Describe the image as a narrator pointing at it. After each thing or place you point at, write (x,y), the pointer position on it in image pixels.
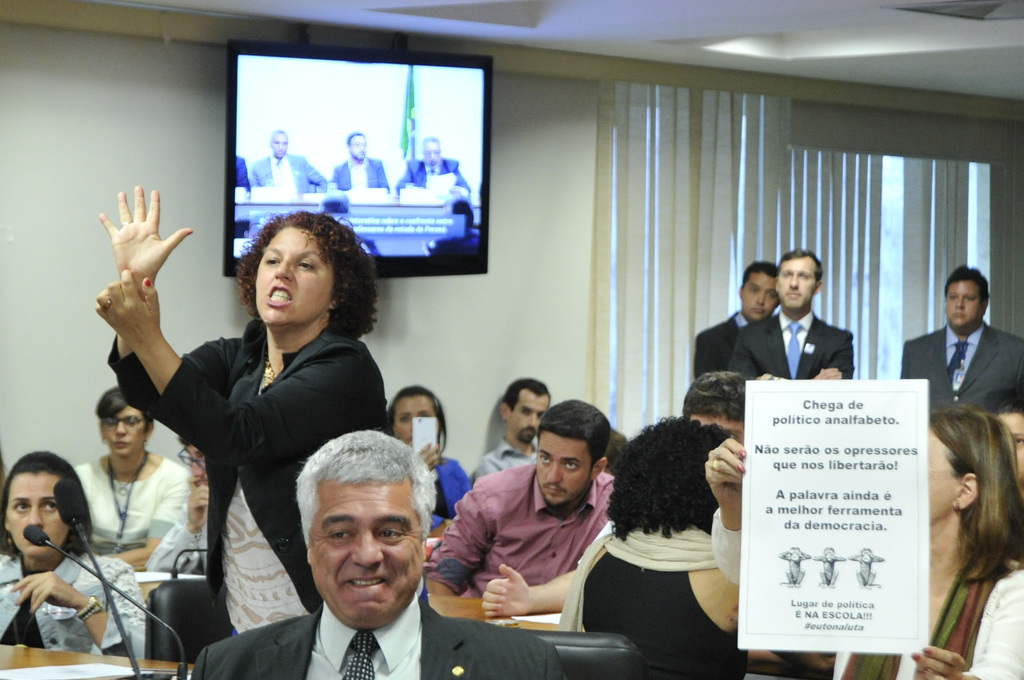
In this image we can see a few people (539,410), some of them are standing, a lady (1002,571) is holding a placard (889,526) with some texts (870,521) and images (834,553) on it, there are some chairs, mics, a TV screen (386,144) on the wall (432,281), also we can see the ceiling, window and the curtain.
